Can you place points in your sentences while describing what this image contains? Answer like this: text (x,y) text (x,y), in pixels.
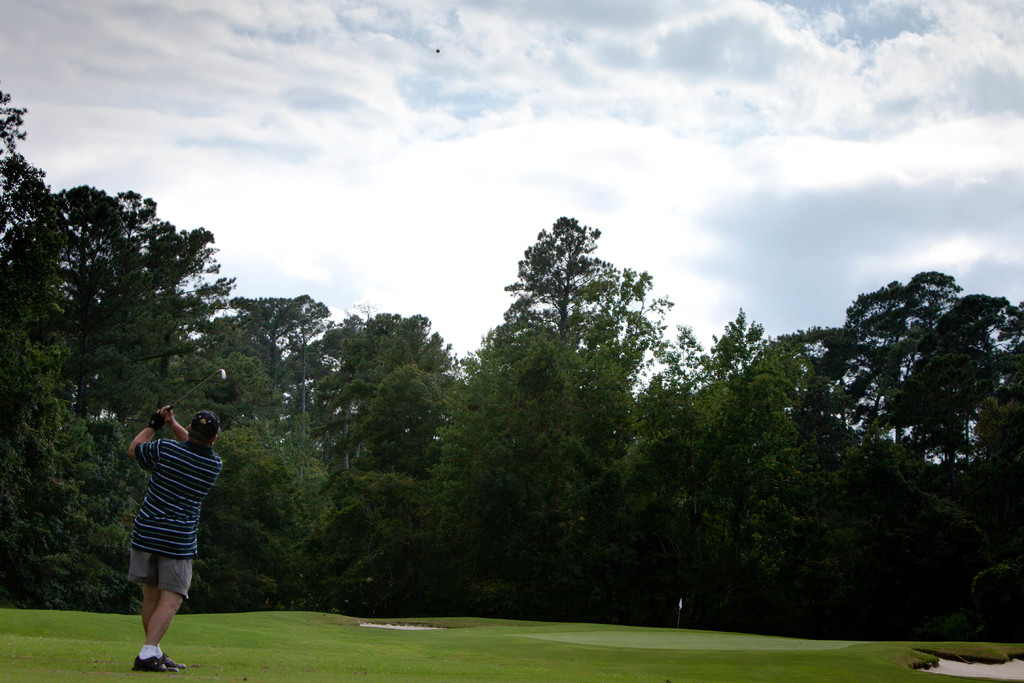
In this image I can see a person (168,490) wearing hat (197,425), t shirt (174,476), short (158,565) and footwear (161,655) is standing and holding a golf stick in his hand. I can see a ball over here. In the background (519,480) I can see few trees (398,402), the golf court (545,648), a white colored flag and the sky (750,99).
